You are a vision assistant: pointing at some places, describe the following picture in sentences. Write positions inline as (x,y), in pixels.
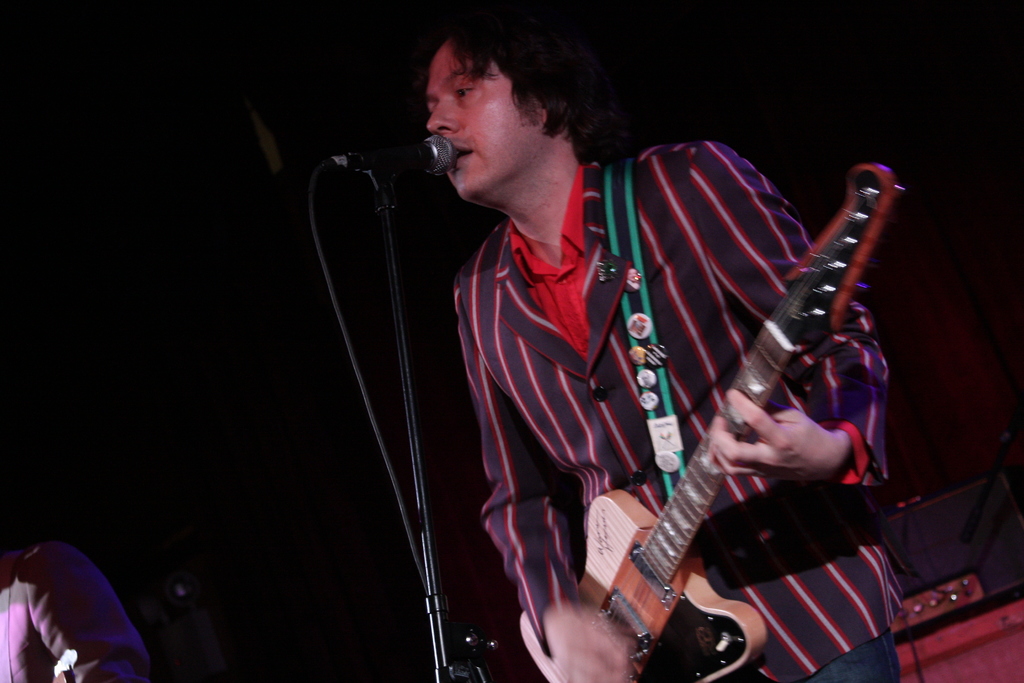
In this image I can see a man (874,345) holding a guitar (695,555) in his hand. I can also see a mic (451,144) in front of him.
